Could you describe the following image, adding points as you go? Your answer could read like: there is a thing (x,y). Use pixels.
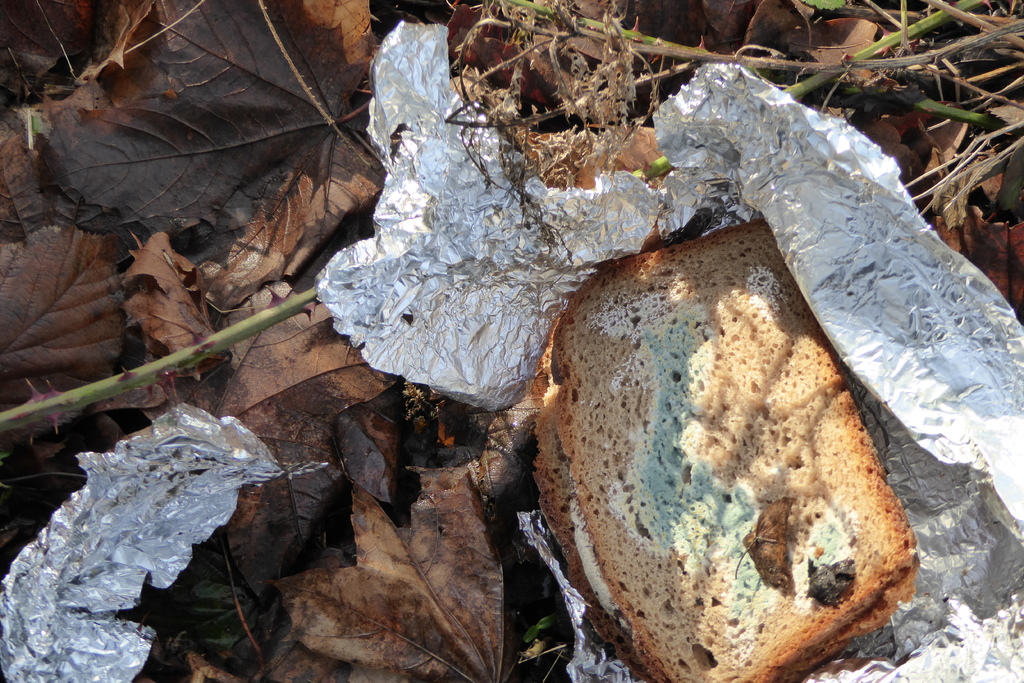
In this picture we can see there are moldy breads (720,471) on the aluminium foil (873,369) and the aluminium foil (849,272) is on the dry leaves (344,443).
